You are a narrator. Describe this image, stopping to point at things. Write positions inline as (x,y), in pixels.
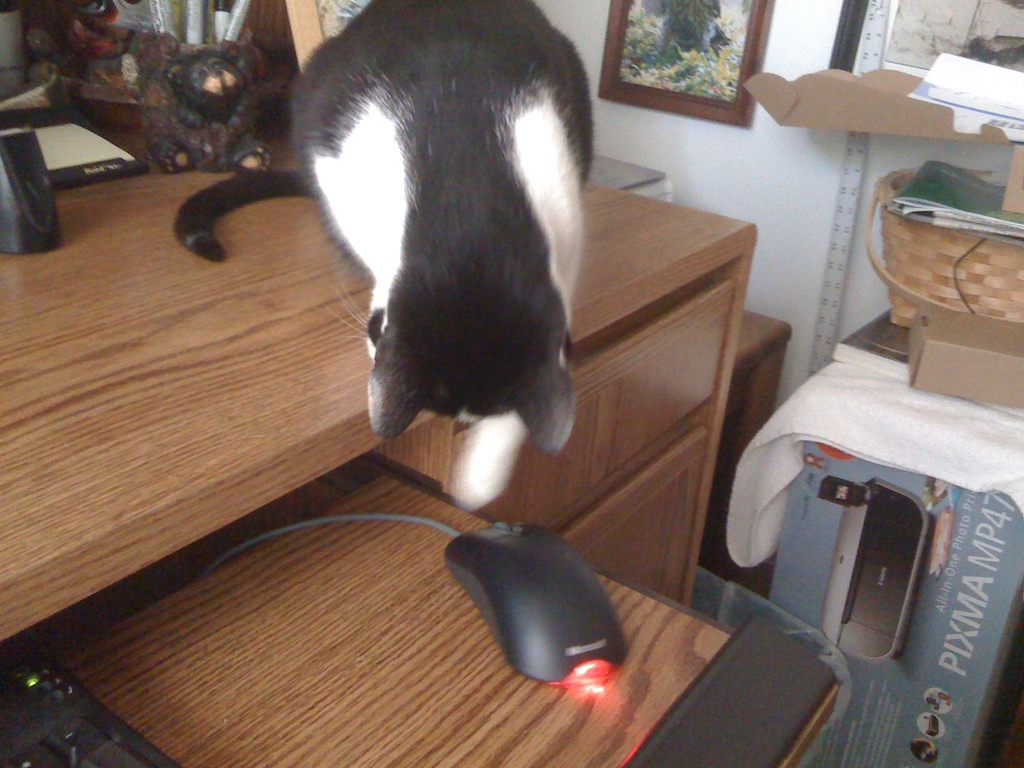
In this image I can see a cat (382,86) and a mouse (501,529). Here I can see a keyboard (65,721), a basket (895,243), a box (792,500) and a table (142,480). On this wall (782,161) I can see a frame (695,88).
